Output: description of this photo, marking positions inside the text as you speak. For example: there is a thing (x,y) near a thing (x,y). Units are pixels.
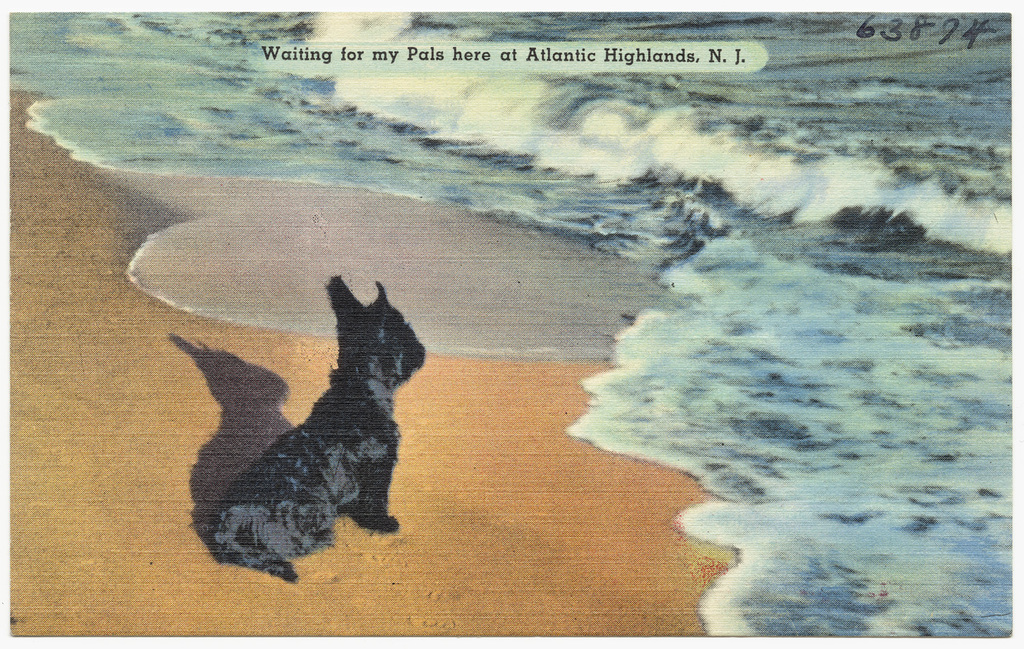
On the left side of the image (326,403) a dog (326,403) is there. On the right side of the image (828,214) water (740,237) is present. At the bottom of the image (538,575) soil (566,566) is there.
